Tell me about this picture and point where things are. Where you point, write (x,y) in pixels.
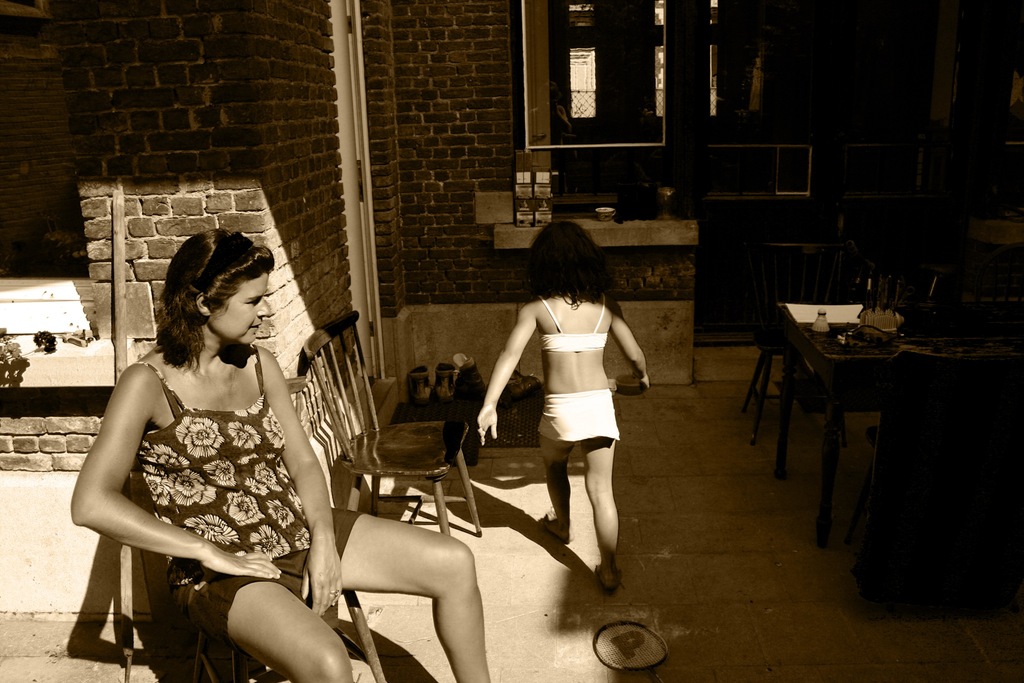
On the background (506,136) we can see a wall (269,157) with bricks (304,153). We can see tables (966,354) and chairs (941,406) here. We can see one girl (592,415) is walking on the floor (544,503) and a woman (231,548) is sitting on a chair (349,645).
